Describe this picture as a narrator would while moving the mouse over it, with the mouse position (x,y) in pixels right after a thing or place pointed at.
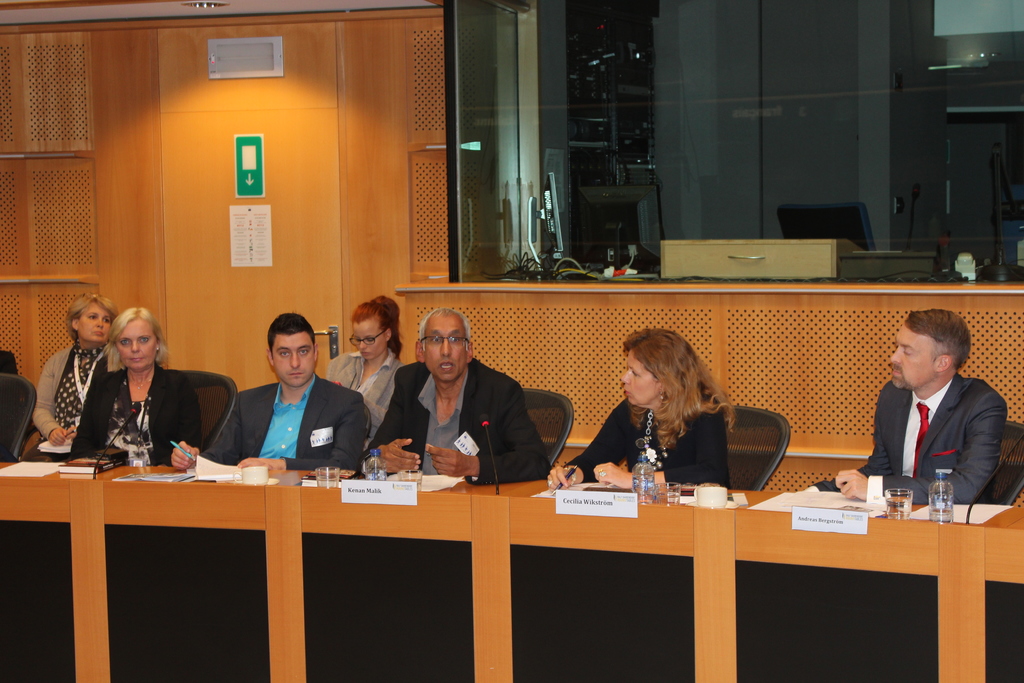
In this image there are a few people (624,432) sitting around the table (235,504), on the table (217,508) there are few papers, glasses (660,491), name boards (348,486), bottles (375,467), there we can see a computer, cables (561,267) and some other objects (732,252) through the glass door (664,191), there are posters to the wall (820,361).
